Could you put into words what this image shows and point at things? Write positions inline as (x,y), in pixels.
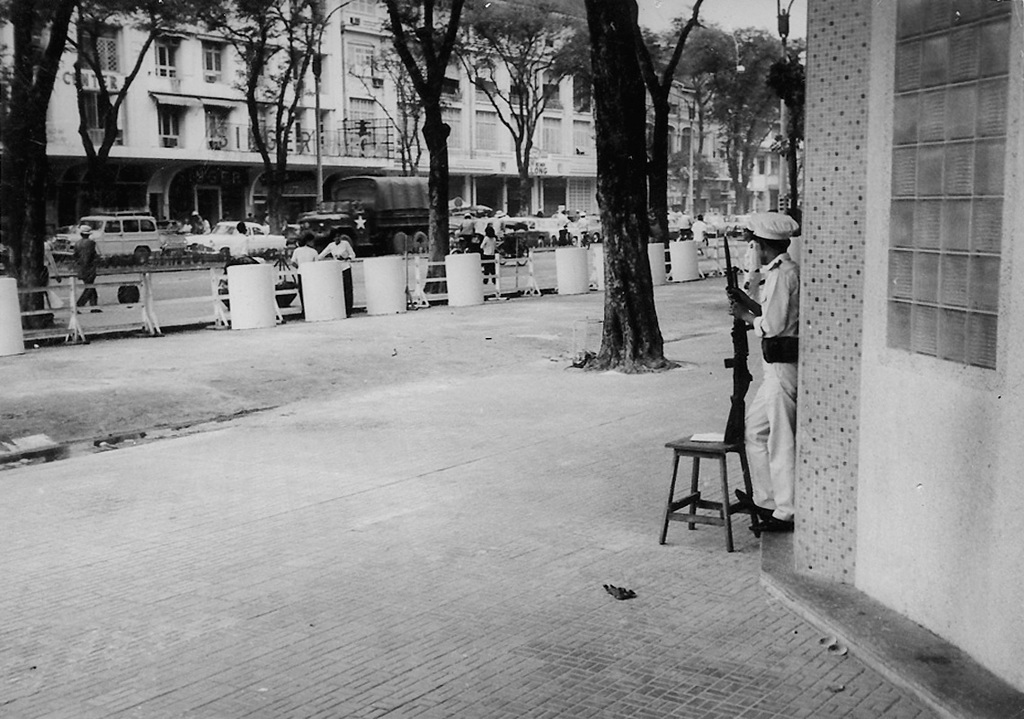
In this image I can see few persons (85,302) and vehicles (418,239) on the road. I can see few trees (530,118). I can see a person (794,463) holding a gun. I can see a building (244,173). On the right side (839,140) there is a wall (864,371).
